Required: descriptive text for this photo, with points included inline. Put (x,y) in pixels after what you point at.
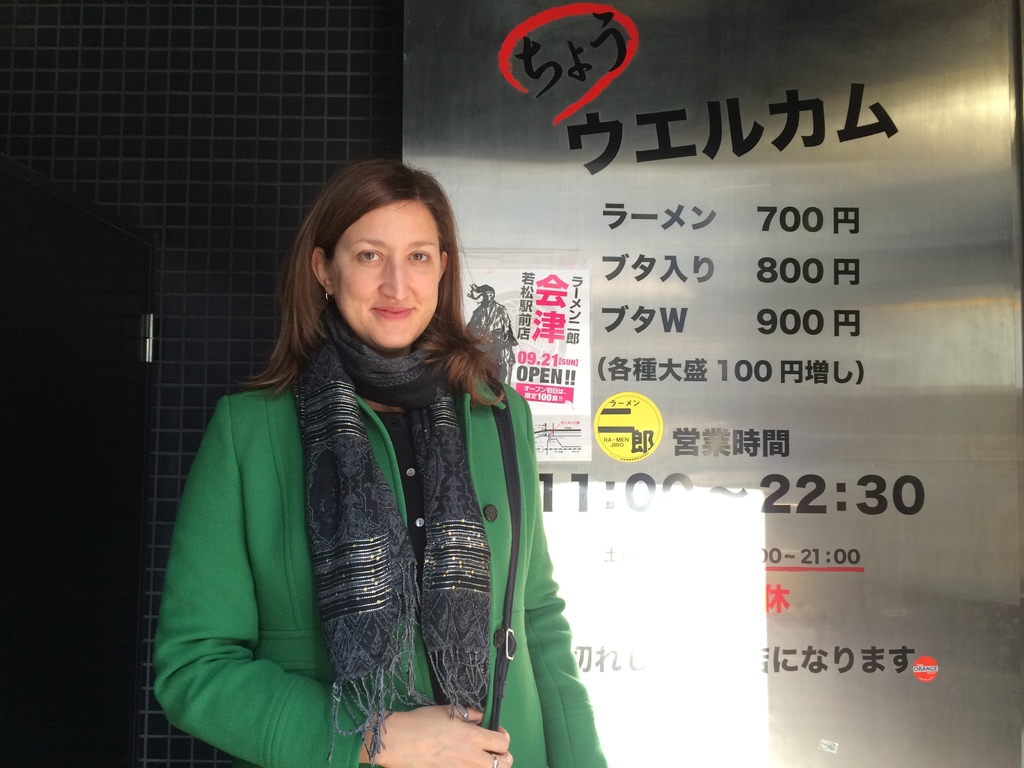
In this image we can see a woman (394,263) is standing. She is wearing a coat (271,475), scarf (300,427) and carrying bag (509,597). In the background (238,158), we can see a wall (272,115), banner (670,252) and a door (111,433).
